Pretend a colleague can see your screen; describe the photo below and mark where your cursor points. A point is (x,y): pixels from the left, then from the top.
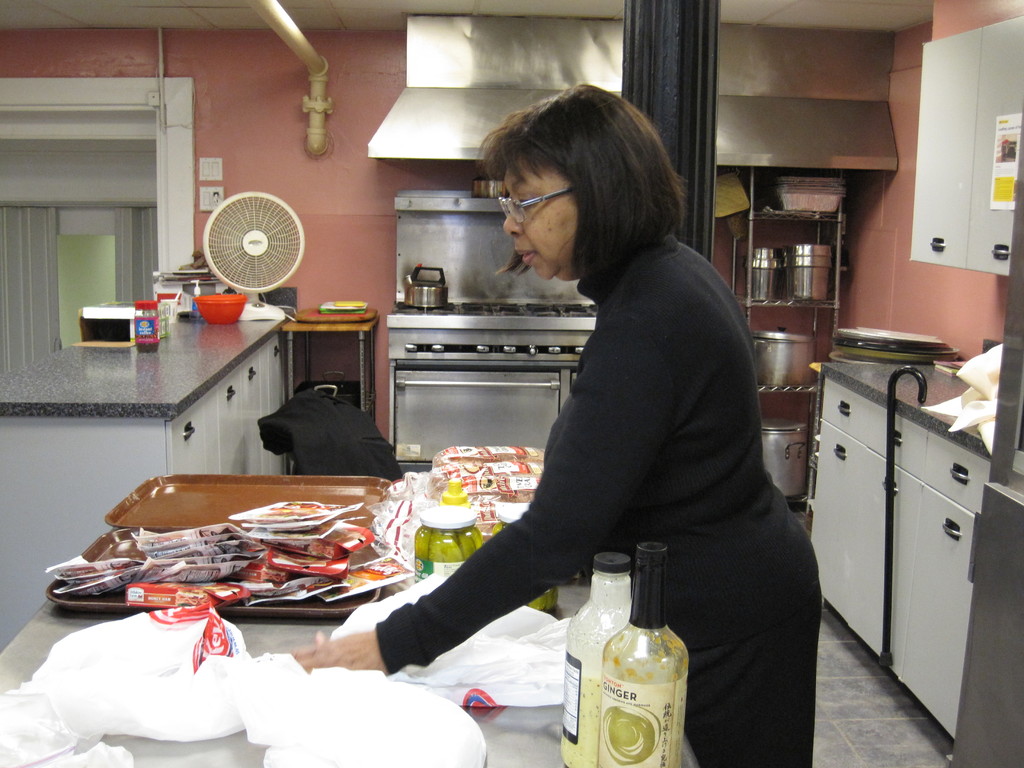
In this picture we can see woman (600,319) standing and placing her hand (316,652) on table (325,631) where we have plastic covers (439,671), bottle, tray (159,508) with packets (309,544) on it and beside to her we can see stove (440,346), vessel (439,285), bowl (205,303), fan (252,234), box (91,344), bowl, pipe (319,114), window (106,204), rack (787,211), cupboard (937,199).
